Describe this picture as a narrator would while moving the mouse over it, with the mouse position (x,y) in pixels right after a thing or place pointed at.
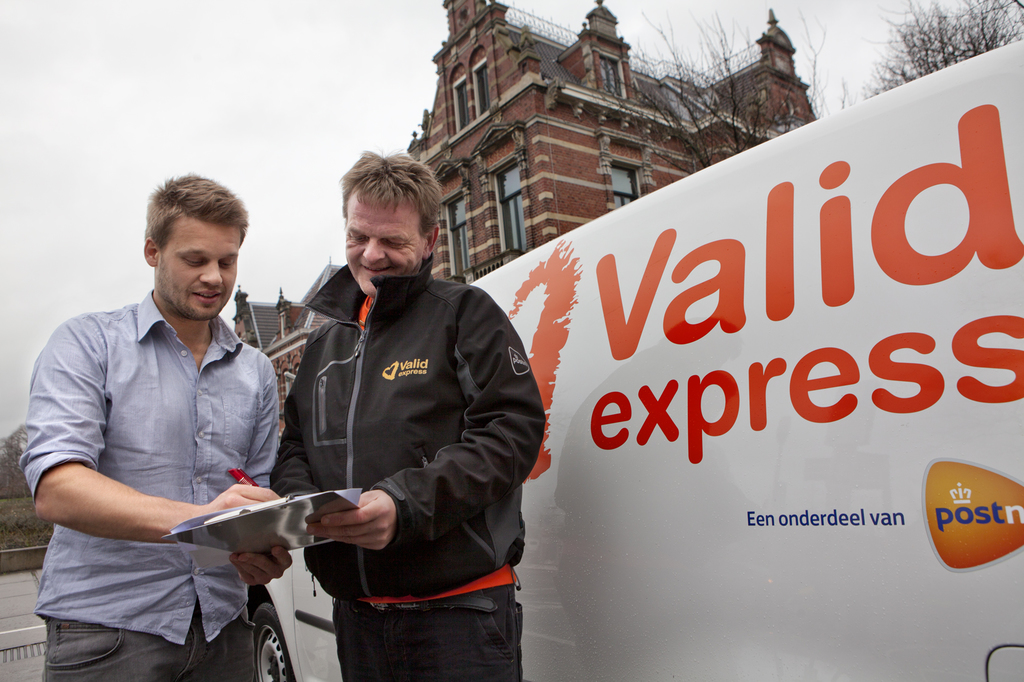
In this image we can see two persons (447,434) are standing, one is wearing black jacket (376,395) and the other one is wearing blue color shirt (148,443) and holding some papers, pad (324,501) and pen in the hand (254,576). Right side (919,171) one van (825,283) is there. Behind buildings (617,169) and trees (816,61) are present.
